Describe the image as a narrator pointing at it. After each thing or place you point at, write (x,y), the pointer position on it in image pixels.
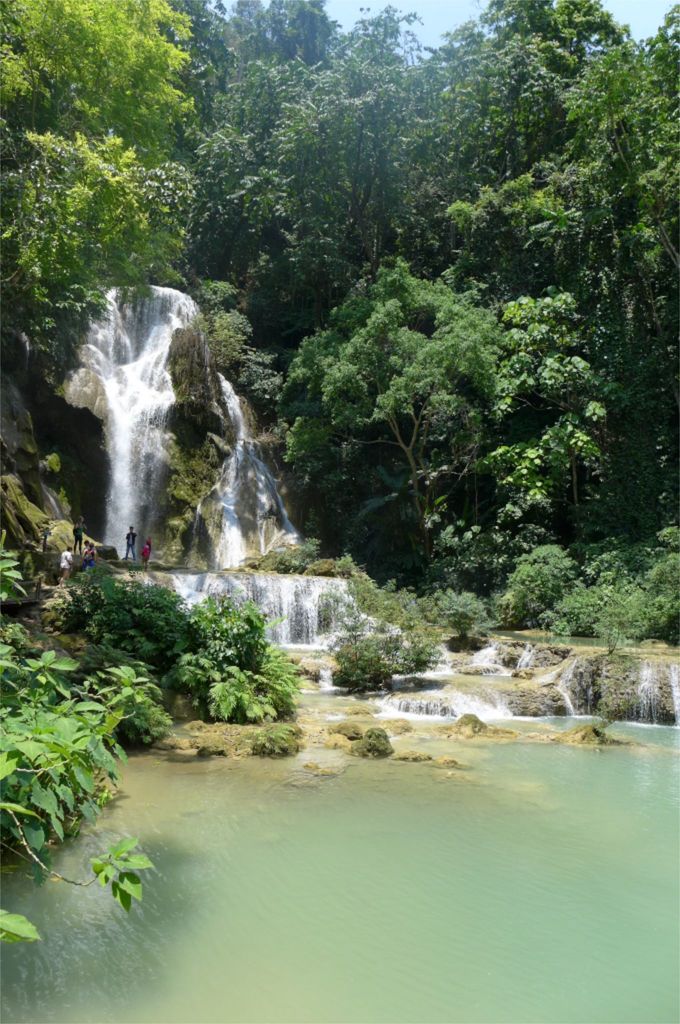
In this image we can see the waterfalls (109,383) and there are few people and we can see some plants (35,788) and trees (350,142) and we can see some rocks (106,556).
